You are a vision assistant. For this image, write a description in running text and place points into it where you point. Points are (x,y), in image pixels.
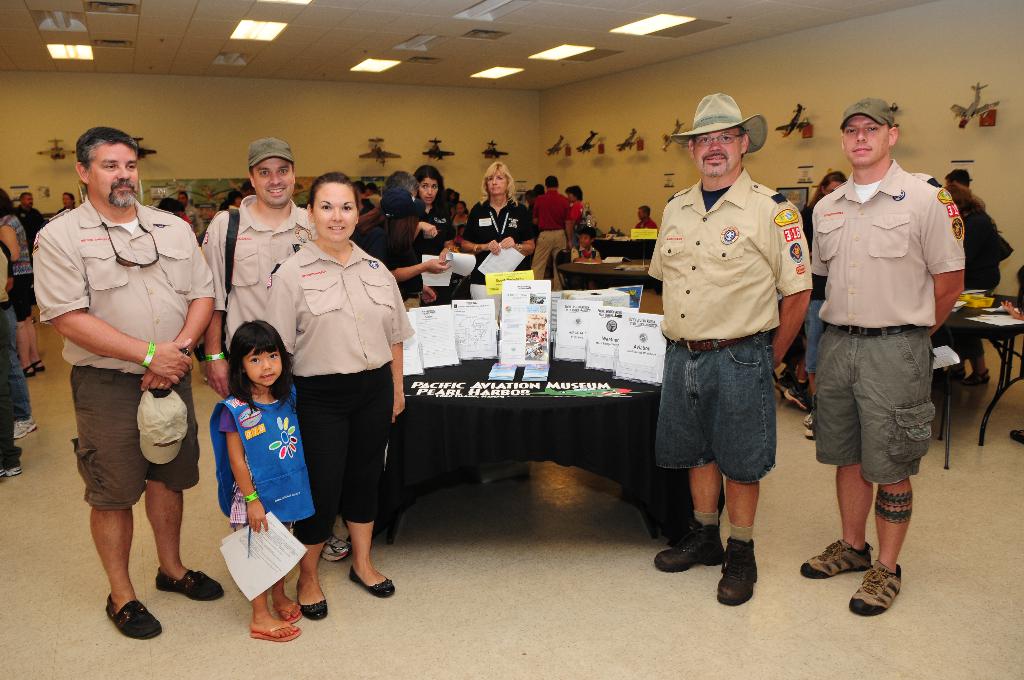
In this picture we can see some people (400,260) standing here, these two persons (879,278) wore caps (723,129), there is a table (548,370) here, we can see some papers (580,320) on the table (569,374), in the background (538,163) there is a wall (531,149), we can see lights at the top of the picture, we can see some chairs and tables (635,251) in the background (960,310).
